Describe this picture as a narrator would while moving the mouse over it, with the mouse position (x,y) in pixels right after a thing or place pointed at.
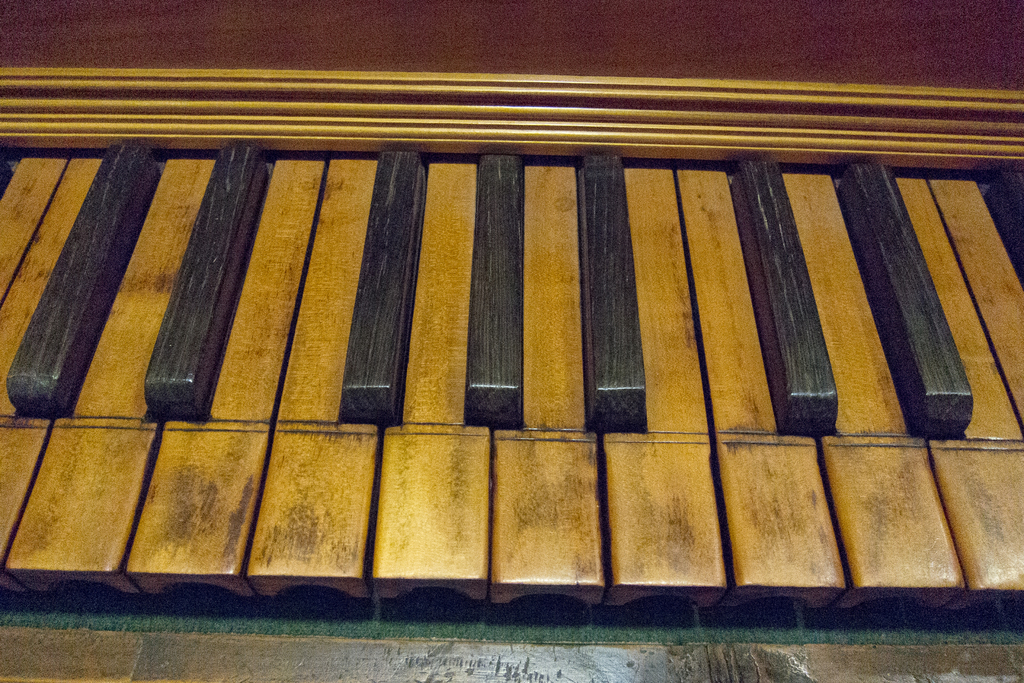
There is a piano (577,438) made of wood (327,209).
